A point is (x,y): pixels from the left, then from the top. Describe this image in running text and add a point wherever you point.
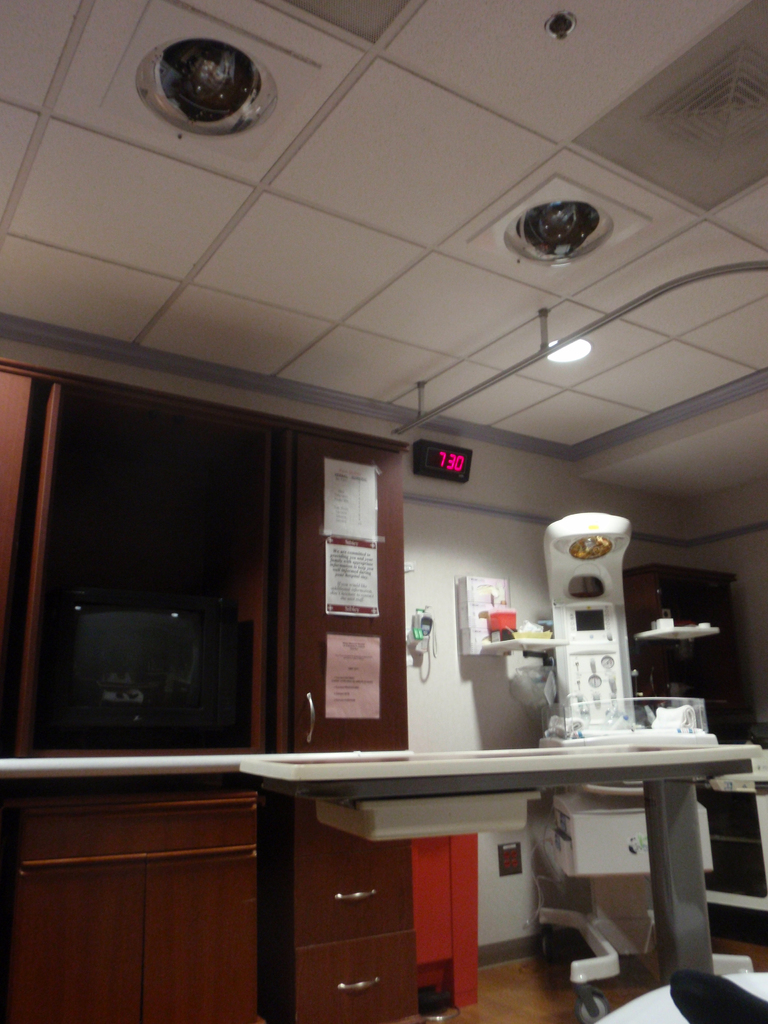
In the picture we can see a desk (690,798), which is white in color and behind it, we can see a wooden cupboard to it, we can see a television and beside it to the wall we can see telephone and some machine (523,642) near it and to the ceiling (609,427) we can see the lights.
